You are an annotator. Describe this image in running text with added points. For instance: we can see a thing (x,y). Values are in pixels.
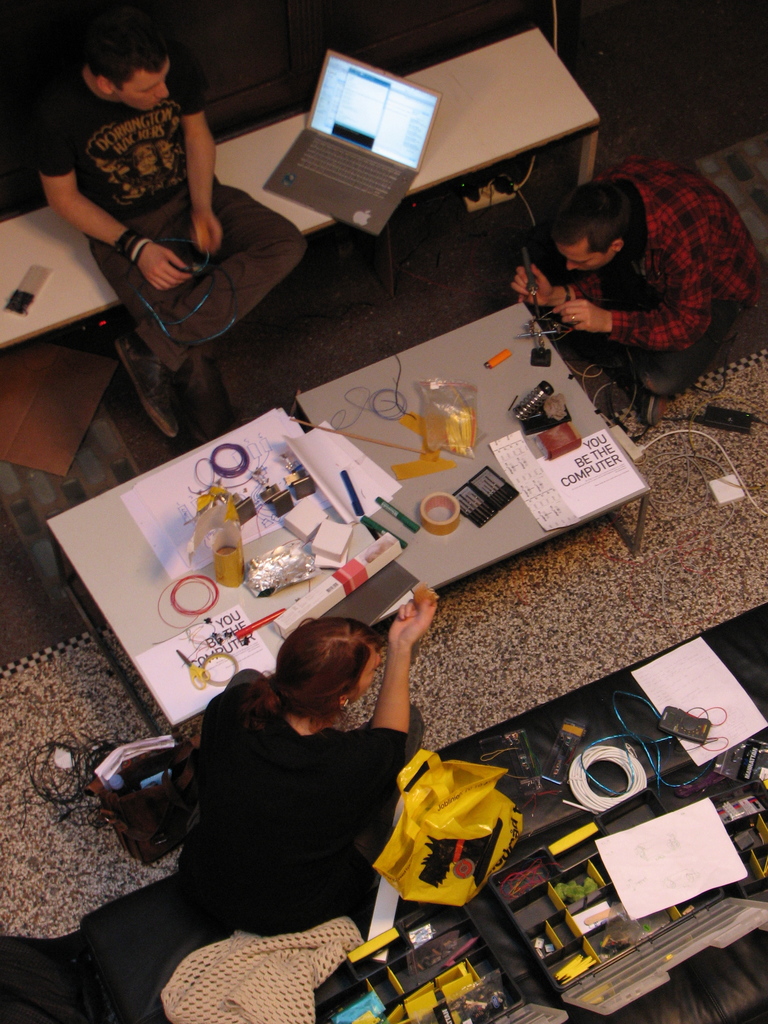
In this picture we can see person (199,205) sitting on the table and on the floor (764,364). On the tables (473,121) we can see laptop (388,148), remote (9,300), tape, papers (522,484), lighter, pen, scissors (199,675), a gadget (222,642) and few things (334,600). On the floor (66,844) we can see bag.
